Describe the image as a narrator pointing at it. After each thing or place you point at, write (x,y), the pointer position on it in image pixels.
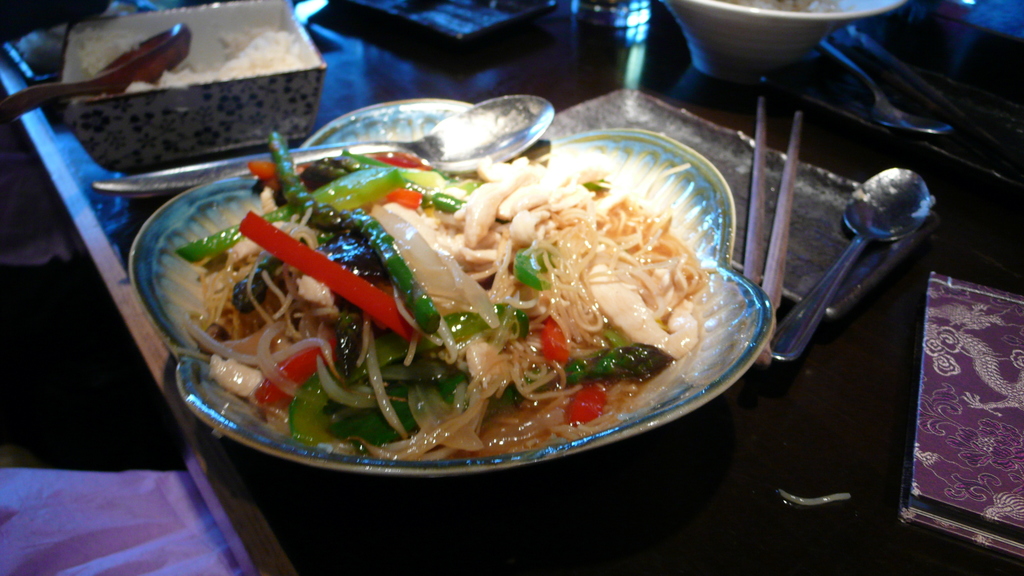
In this image we can see food item (440,320) and spoon (396,148) in the plate (684,204). In the background of the image (466,0) there is a plate (888,252), spoons (881,186), sticks (756,159), bowl (802,47) and other objects (131,107) on the surface (57,166). On the left side of the image (78,539) there are some objects (97,488).
